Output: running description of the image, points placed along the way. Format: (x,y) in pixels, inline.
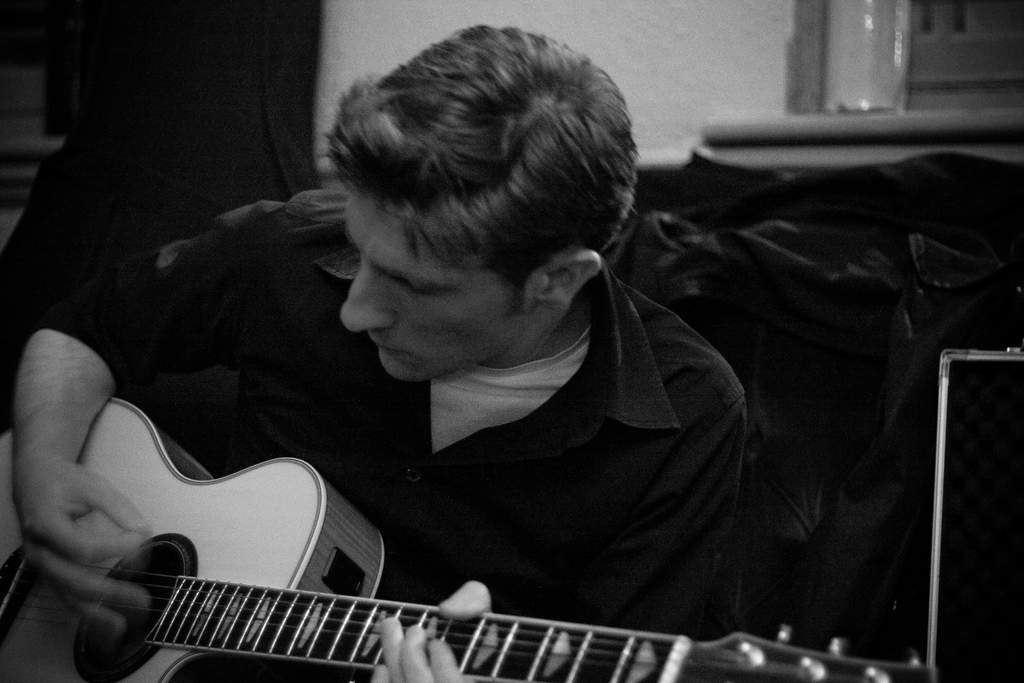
A guy (370,338) who is wearing a black shirt (304,340) is playing a guitar (268,548) and in the background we observe a guitar bag (863,398) placed and there is a window (956,49).
